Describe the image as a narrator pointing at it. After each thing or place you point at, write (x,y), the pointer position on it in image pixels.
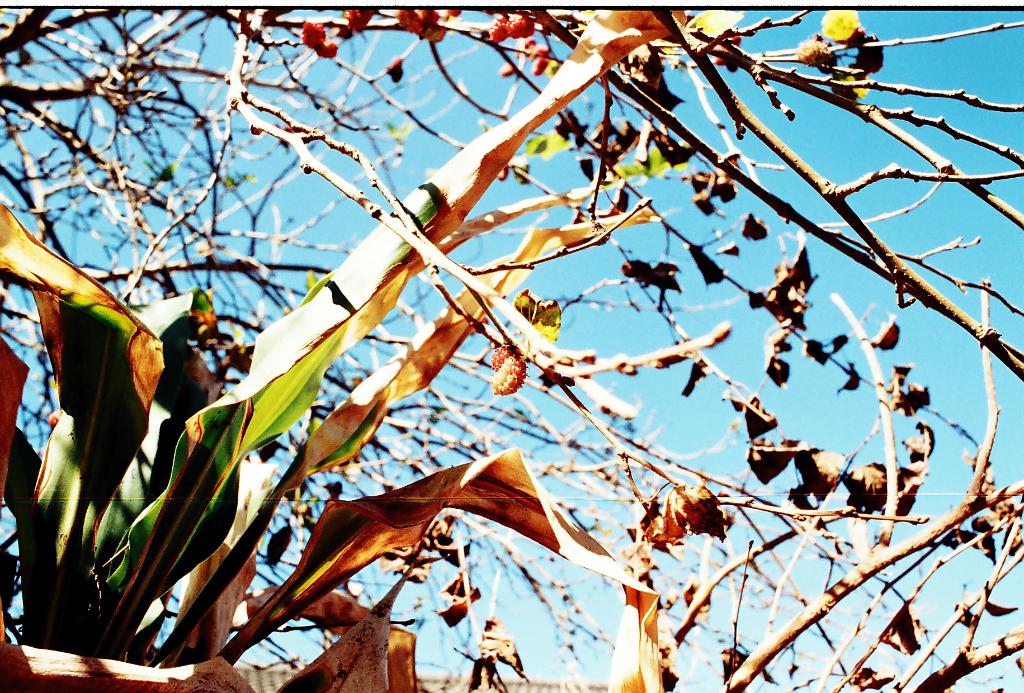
In this image we can see few trees (561,150) and there are some dry leaves (584,159) and in the background (434,303) we can see the sky (931,63).
